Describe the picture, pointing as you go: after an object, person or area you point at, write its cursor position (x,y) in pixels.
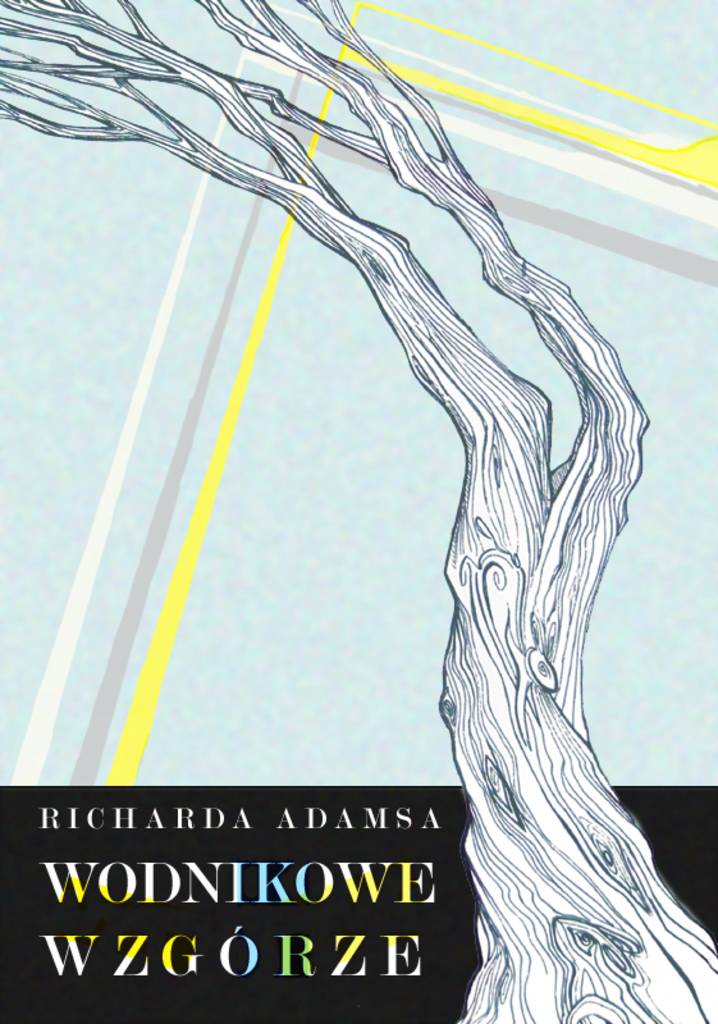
As we can see in the image there is a painting (416,320) and drawing (491,917) of a tree log (545,671) and there are lines (196,212) which are marked and which are in white, ash and yellow colour. Background (206,610) is in light blue colour and there is a matter (372,808) written over it.
